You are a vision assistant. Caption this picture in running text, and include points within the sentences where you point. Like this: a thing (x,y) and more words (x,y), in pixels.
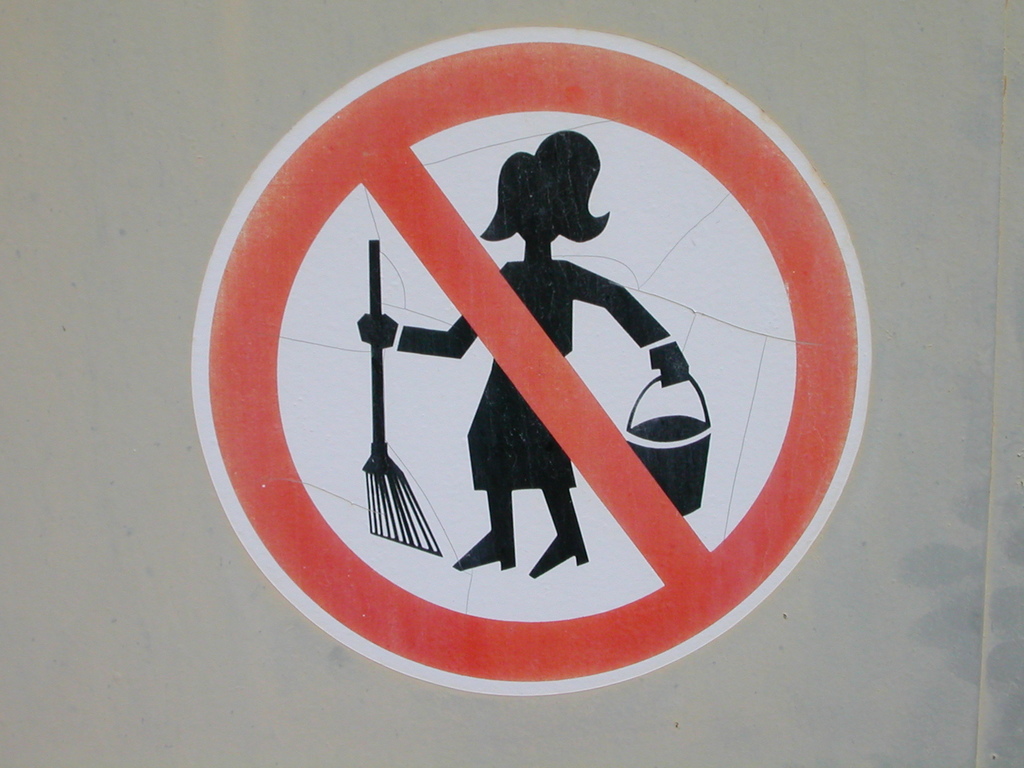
In this picture we can see a sign board (342,295) on the surface (182,399).
